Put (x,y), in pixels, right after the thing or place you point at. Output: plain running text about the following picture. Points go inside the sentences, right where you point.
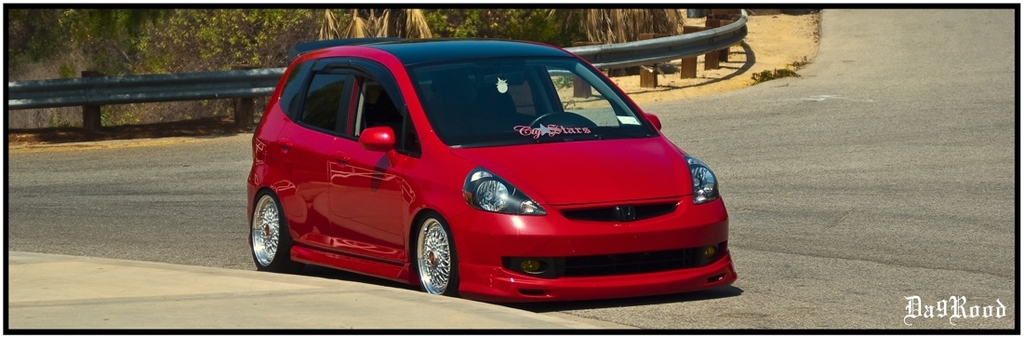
In this image I can see the car (505,206) in red color. In the background (629,63) I can see the iron fencing (613,49) and few trees (249,33) in green color.
